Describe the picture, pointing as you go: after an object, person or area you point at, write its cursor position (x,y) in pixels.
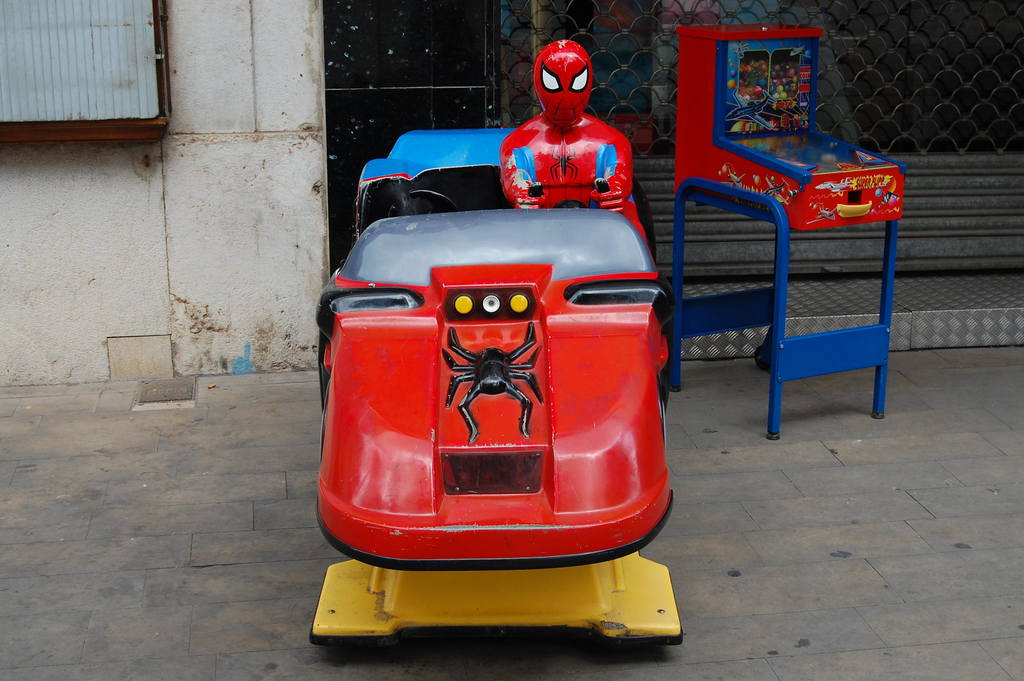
In this image we can see toys (580,421) on the floor (19,670). In the background (208,358) we can see wall (272,247), grille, and objects (706,171).
